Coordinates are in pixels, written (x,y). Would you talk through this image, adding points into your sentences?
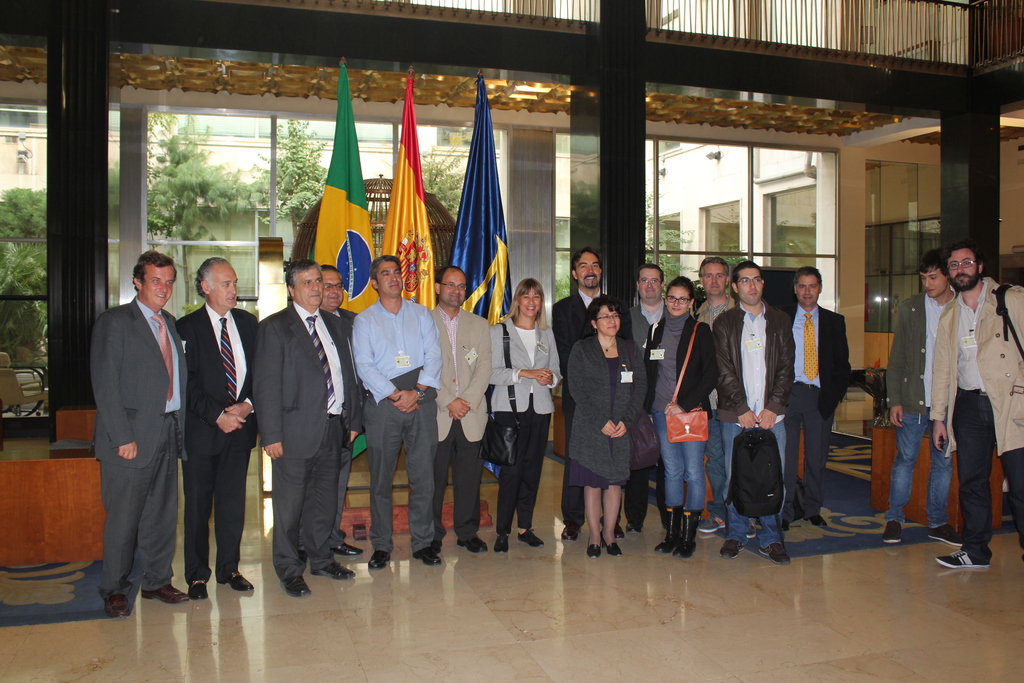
In this picture we can see group of people (368,371), behind them we can find few flags (488,184) and lights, in the background (689,194) we can see glasses (663,226), few trees (667,245) and buildings (745,212).
